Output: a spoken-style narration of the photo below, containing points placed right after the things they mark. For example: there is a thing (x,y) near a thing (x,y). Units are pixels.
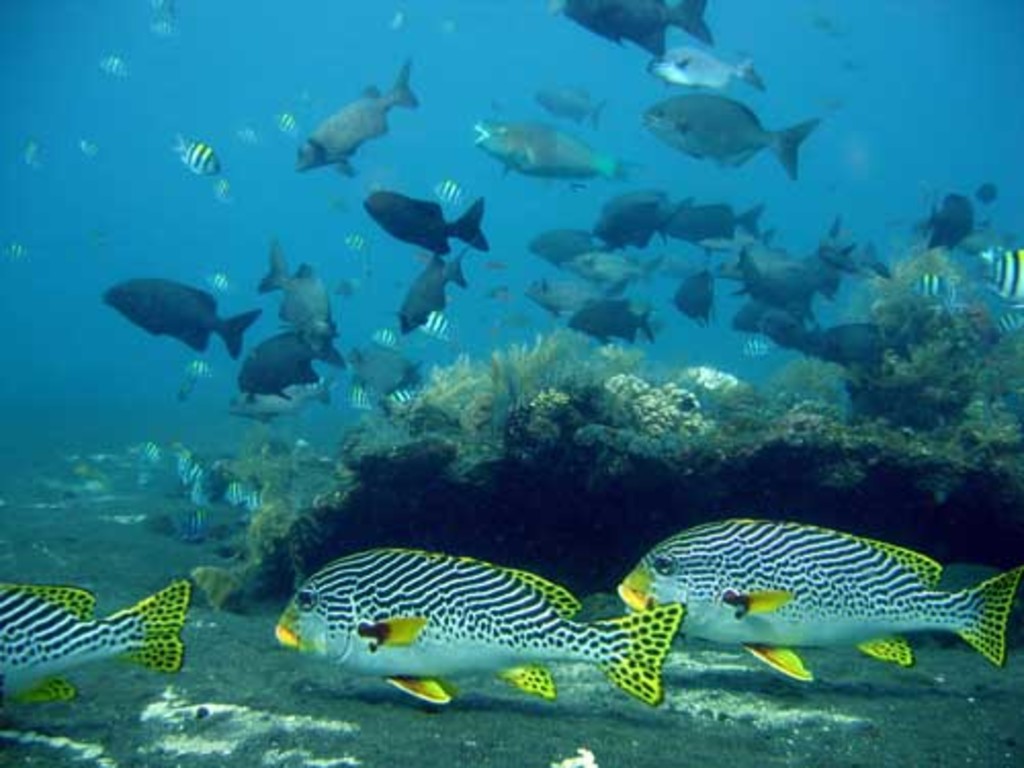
In this image, I can see different species of fishes (368,646), which are under the water (446,301). These are the rocks (490,492) and corals (545,386), which are under the water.
